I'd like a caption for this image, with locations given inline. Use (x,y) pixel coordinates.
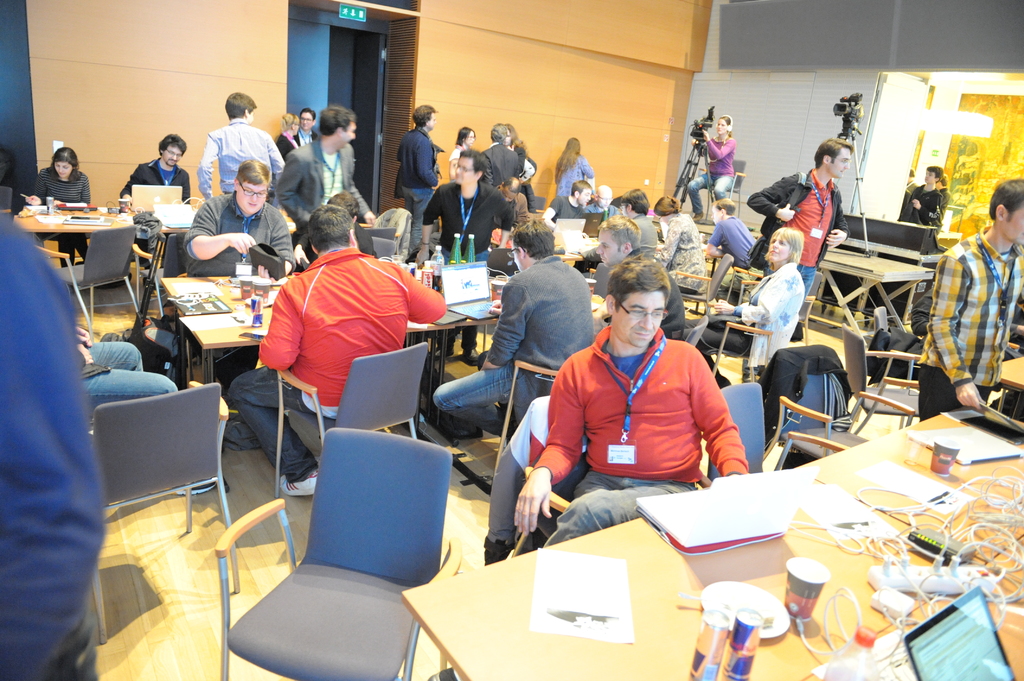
This is an inside view. It is a picture taken inside the room (316,209). In this room (355,535) few people (572,453) are sitting on the chairs (341,434) and few people (428,151) are standing. On the right side of the image (698,149) there are two cameras (834,110). On the table (859,654) we can see wires (996,499), glasses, laptop (957,637), coke-tins (751,671). In the background (185,83) there is a wall (199,84).
